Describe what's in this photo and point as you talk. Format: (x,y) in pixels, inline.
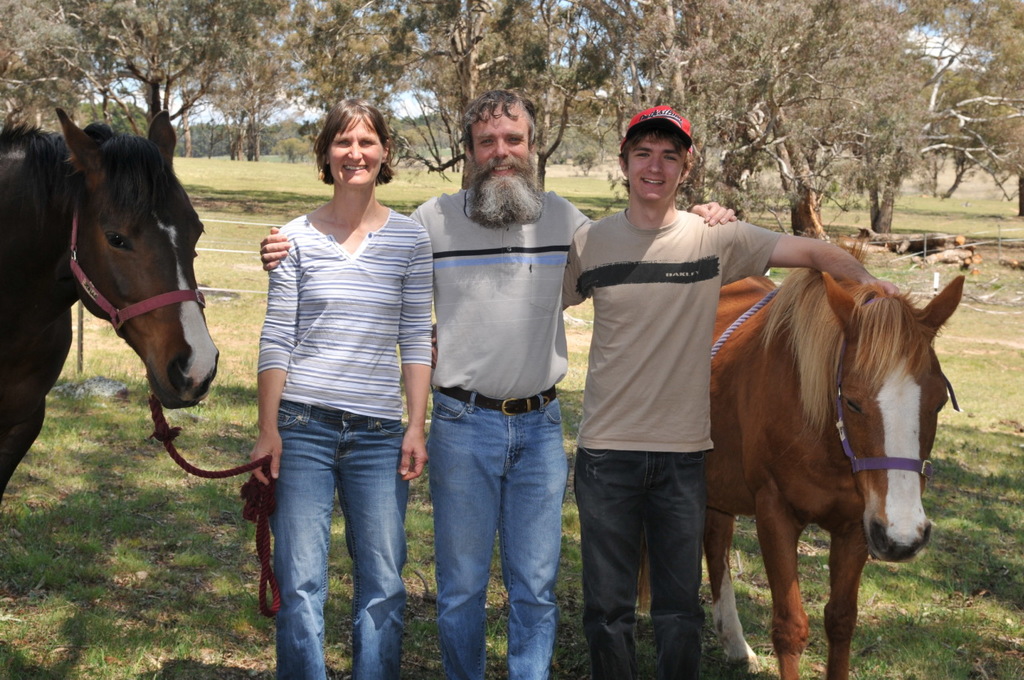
This image is taken in outdoors. In this image there are three people (710,308), at the background (240,44) there are many trees (434,55), there is a grass (224,234). In the left side of the image (25,150) there is a horse (13,393) and the rope (248,472) which is tied to horse (172,355) was held by this woman (313,356). In the middle of the image (537,235) there is a man (468,229) with beard (510,190). In the right side of the image (776,255) there is a man (615,421) standing with the horse (786,288).
